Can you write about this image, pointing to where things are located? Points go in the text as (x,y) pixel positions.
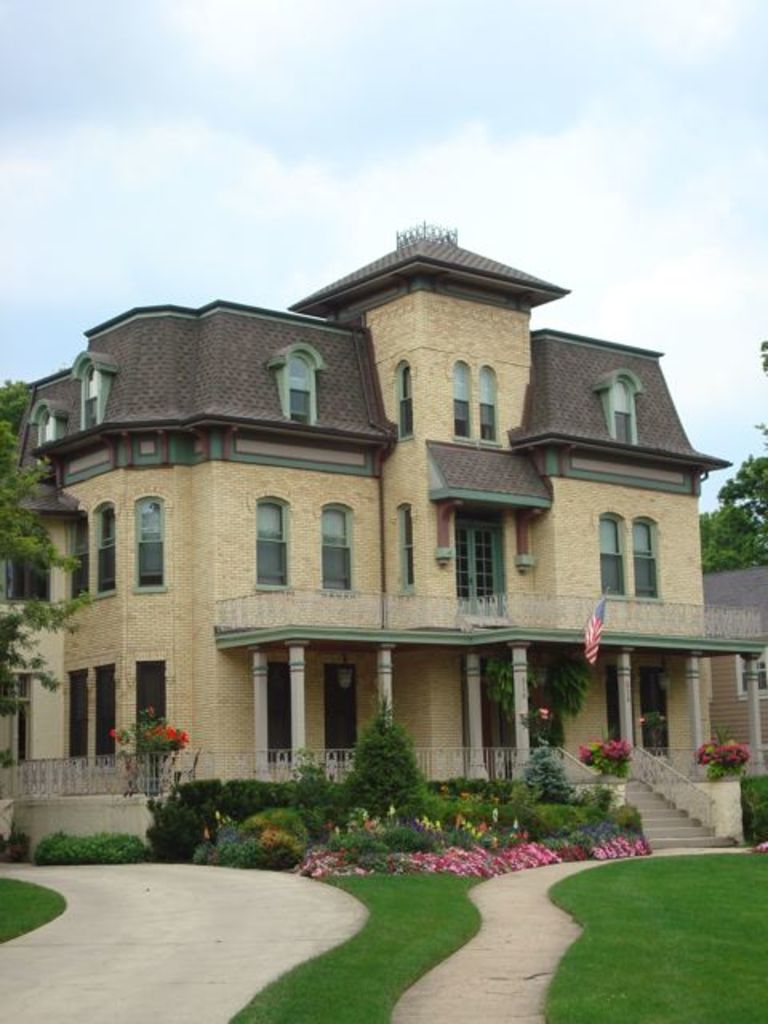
In the middle (469,499) there is a building (554,533), on the left side (6,396) there are trees (20,396). At the top (479,125) it is the cloudy sky (550,103).
